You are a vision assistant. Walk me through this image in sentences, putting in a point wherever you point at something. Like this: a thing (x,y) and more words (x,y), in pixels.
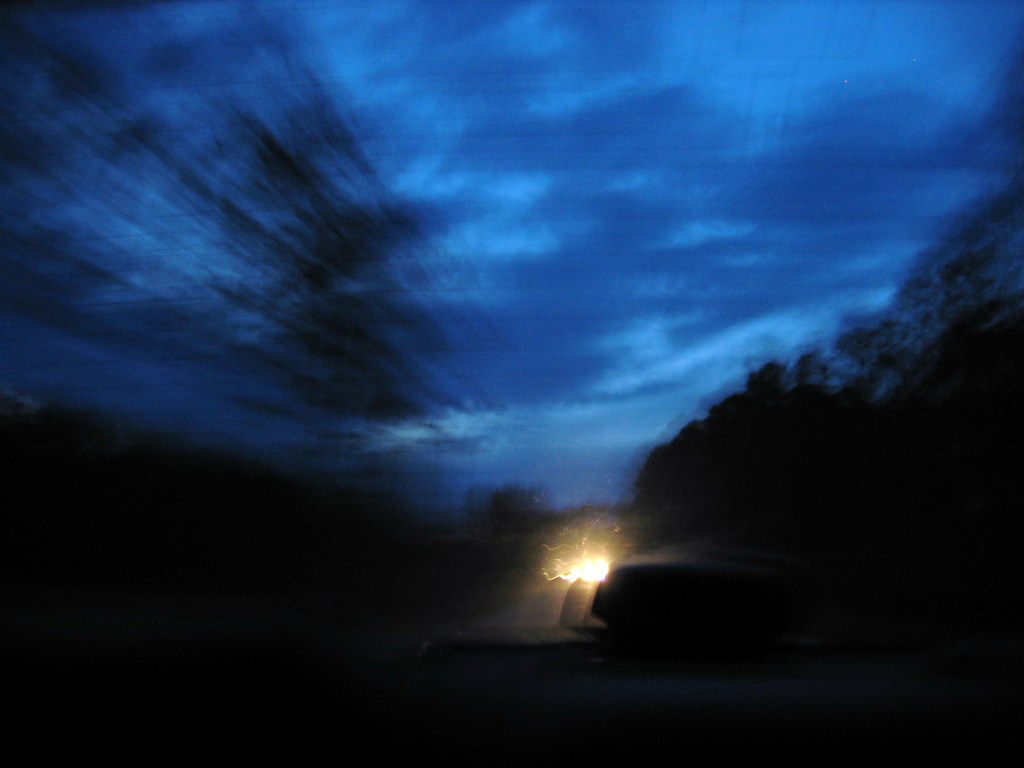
In this image I can see a light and this picture is taken during night at the top (708,222) I can see the sky (710,274) and on the right side (804,424) I can see the trees (719,470).
